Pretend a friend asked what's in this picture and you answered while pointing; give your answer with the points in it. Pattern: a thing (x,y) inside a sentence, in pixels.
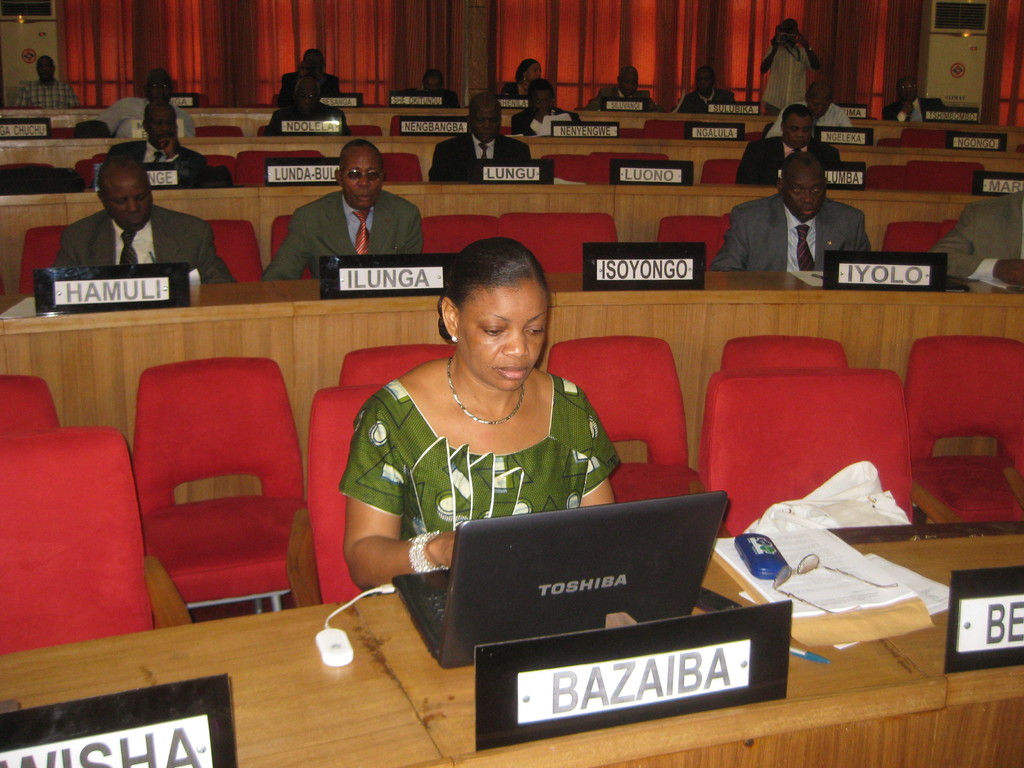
There are group of people (745,218) sitting on the chairs (687,220) which are red in color. Here is a woman (453,496) sitting on the chair (330,487) and using laptop (551,580). This is a table (371,720) with a name board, papers (826,576), spectacles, pen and some white object (339,661) placed on it. At background (222,70) I can see a red colored cloth (605,38) hanging through the hangers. This is a man (795,91) standing. At the top right corner of the image (937,64) I can see a white color object (954,46), I think it is an air conditioner (957,80).
